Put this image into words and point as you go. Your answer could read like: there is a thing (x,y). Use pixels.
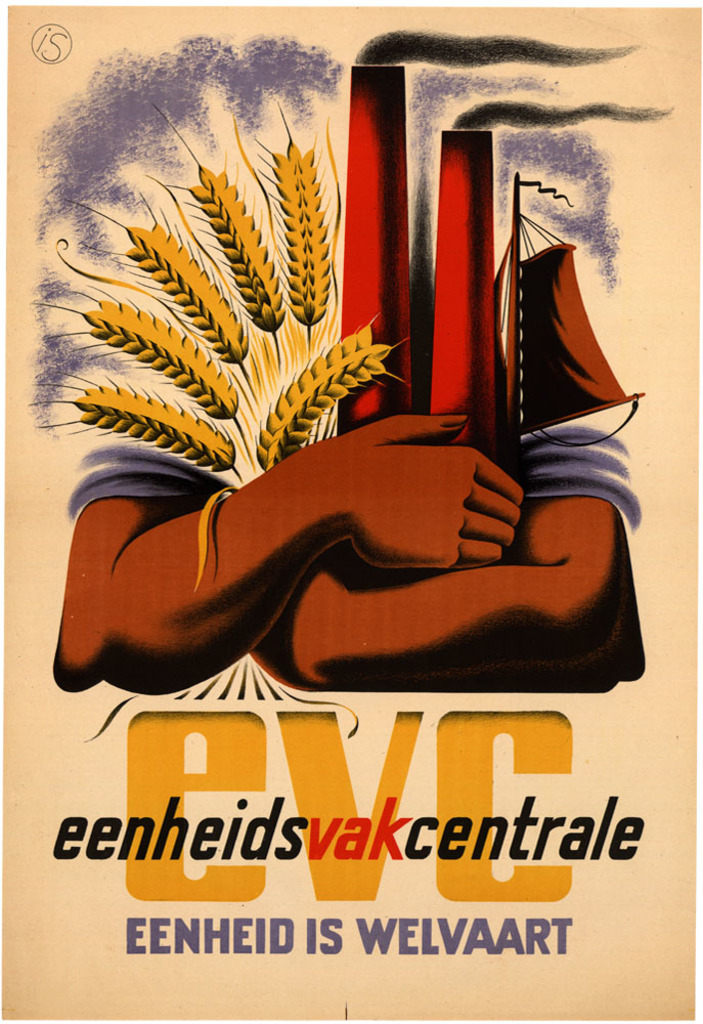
It is a cover page (388,548) of the book (396,831) and there are wheat grains (235,268) and some other objects (409,367) held in the arms (342,557) of a person (488,565).
